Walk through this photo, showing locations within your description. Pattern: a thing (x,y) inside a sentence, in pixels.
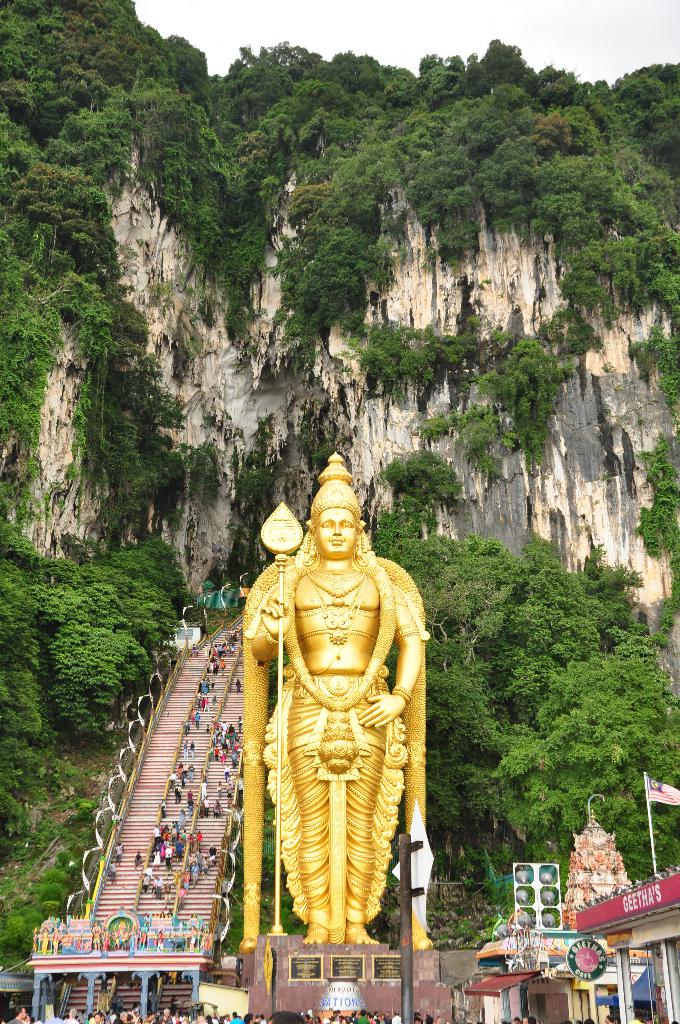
In this image there is an idol statue (339,692) in the middle (337,623). In the background (327,277) there is a hill (164,318) on which there are trees (317,84). On the left side (104,893) there is a staircase (137,811) on which there are few people (155,840). On the right side (542,950) there is a temple (575,882) at the bottom (546,932). Beside the temple (546,948) there is a building (642,936) on which there is a flag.
